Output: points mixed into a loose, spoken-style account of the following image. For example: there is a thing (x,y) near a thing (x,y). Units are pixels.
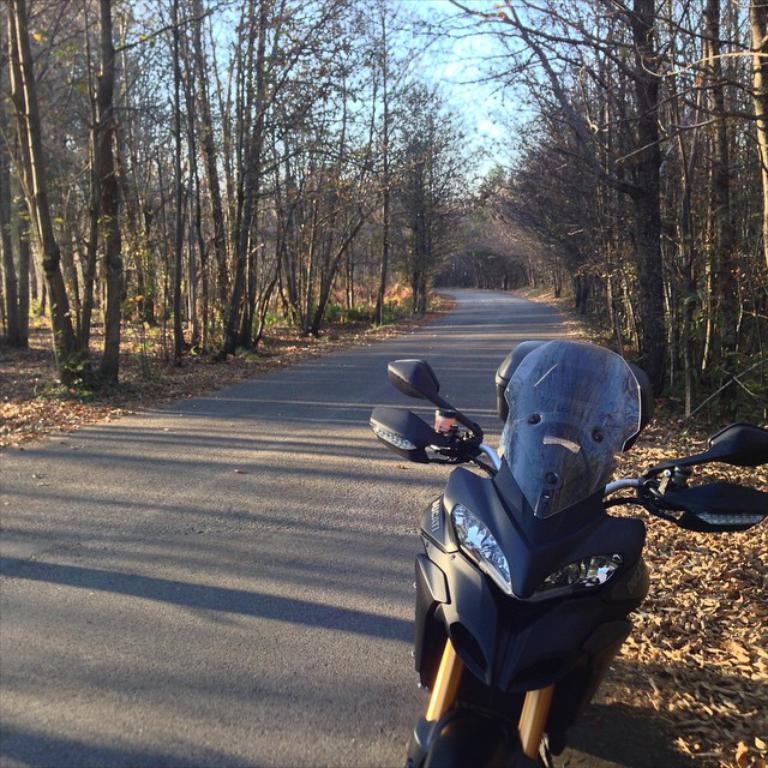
In the center of the image (457,374) there is a road (370,527). In front of the image there is a bike (517,558). On both front and left side of the image (154,364) there are dried leaves (701,561) on the surface (717,595). In the background of the image (510,214) there are trees (502,212) and sky (505,104).
